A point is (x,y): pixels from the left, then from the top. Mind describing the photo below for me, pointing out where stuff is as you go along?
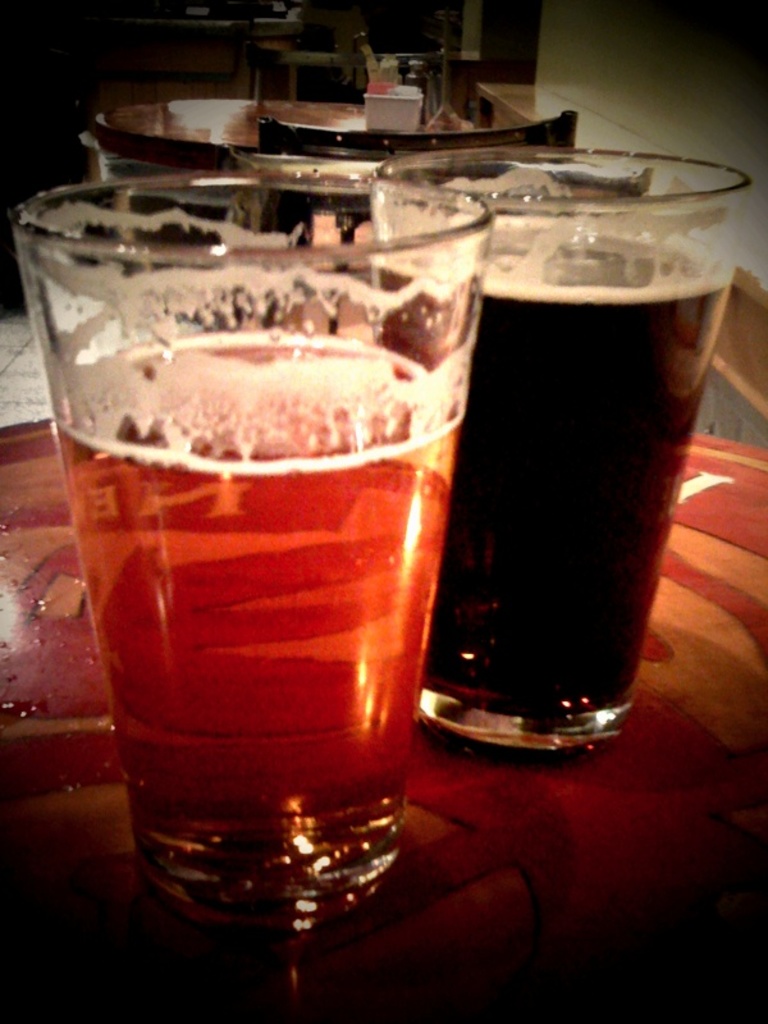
Here I can see two glasses (400,368) which are placed on the table (534,932). These two glasses (489,511) are filled with some drinks (290,522). In the background (275,105) there is a table (201,115) around this I can see few chairs (460,147). On the table (166,119) few objects (378,79) are placed. On the right side (742,77), I can see the wall (675,76).
